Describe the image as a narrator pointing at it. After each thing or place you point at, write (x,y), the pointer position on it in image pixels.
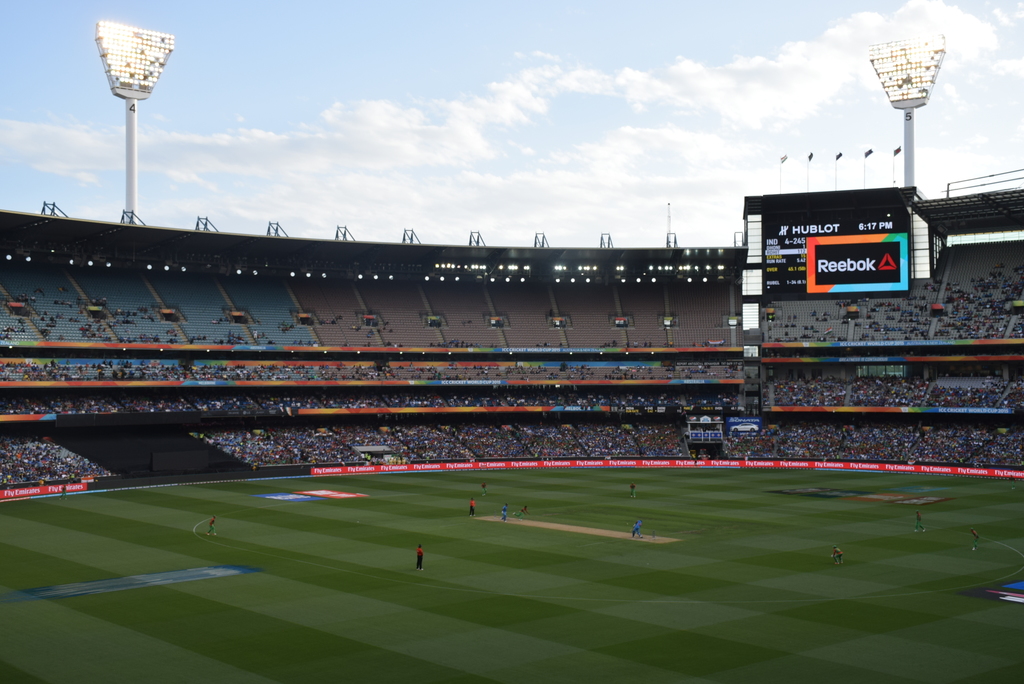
This image is taken inside a stadium (653,591). In the center of the image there are people (504,511) playing cricket. There is grass (551,633) at the bottom of the image (411,652). In the background of the image (402,457) there are stands (634,275) in which there are people (578,400) sitting. There are stadium lights (136,36). At the top of the image (610,92) there is sky (195,33).
